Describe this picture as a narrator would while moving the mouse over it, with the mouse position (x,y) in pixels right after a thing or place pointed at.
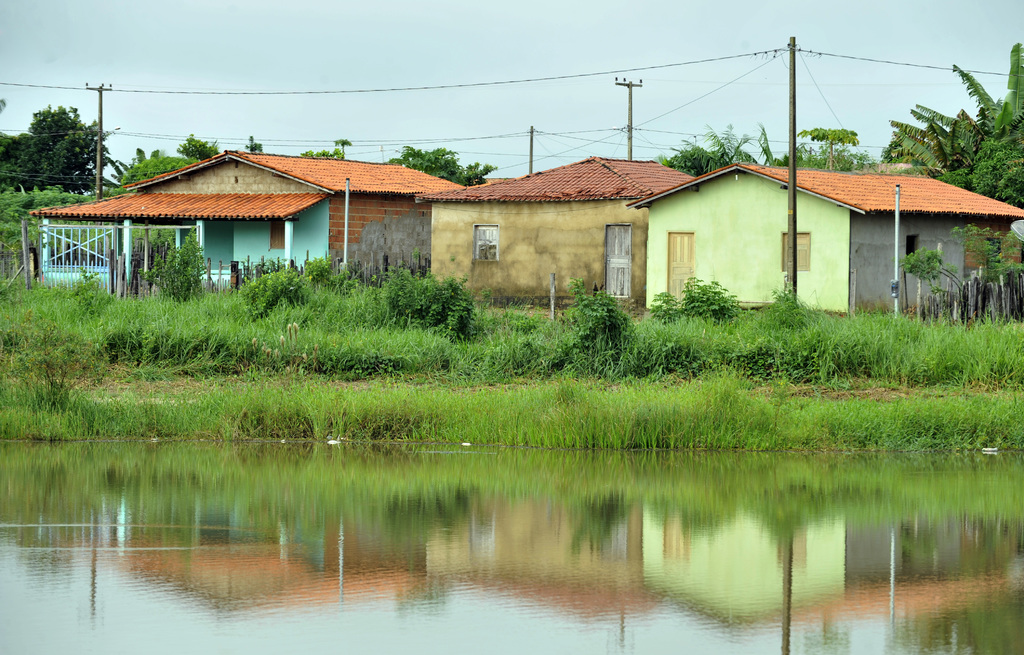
In this image there are houses (597,237). In front of the houses (525,300) there are plants (668,300) and grass (300,378) on the ground (492,397). Behind the houses (225,156) there are electric poles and trees (939,146). At the top (320,43) there is the sky (489,46). At the bottom (469,543) there is the water (419,587).
